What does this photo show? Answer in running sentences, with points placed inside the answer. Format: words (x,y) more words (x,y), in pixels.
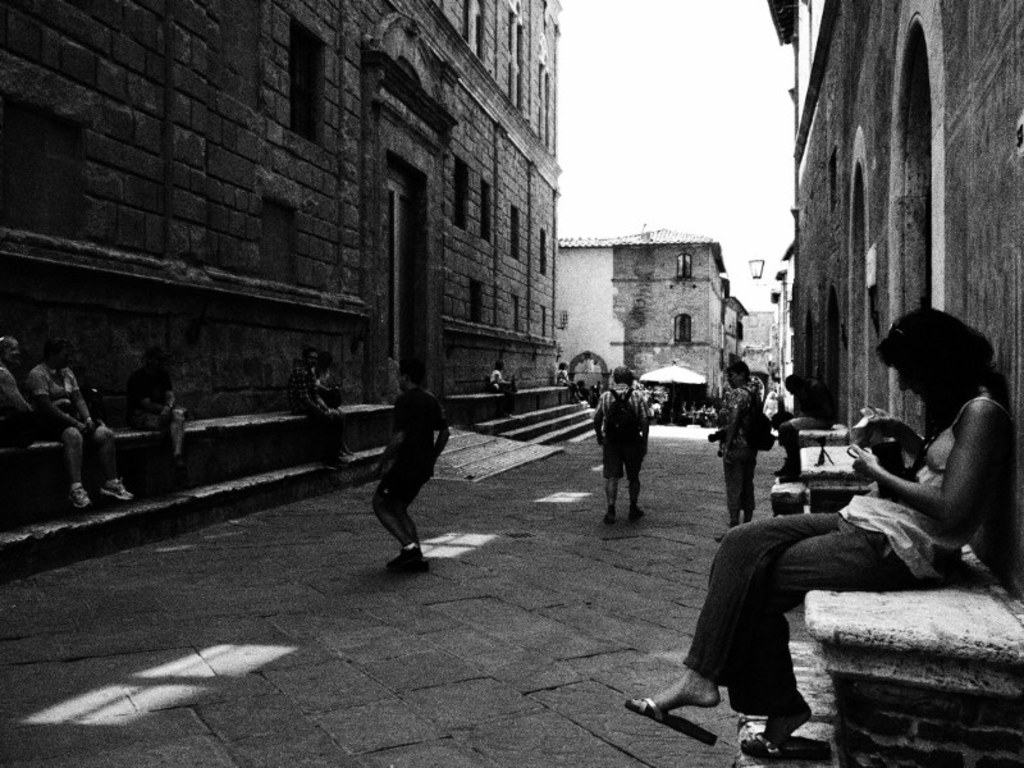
This is a black and white picture. Here we can see few persons (883,508) are sitting on a platform (344,410) and there are few persons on the road (636,525). There are buildings (790,349). In the background (675,170) there is sky (684,153).
